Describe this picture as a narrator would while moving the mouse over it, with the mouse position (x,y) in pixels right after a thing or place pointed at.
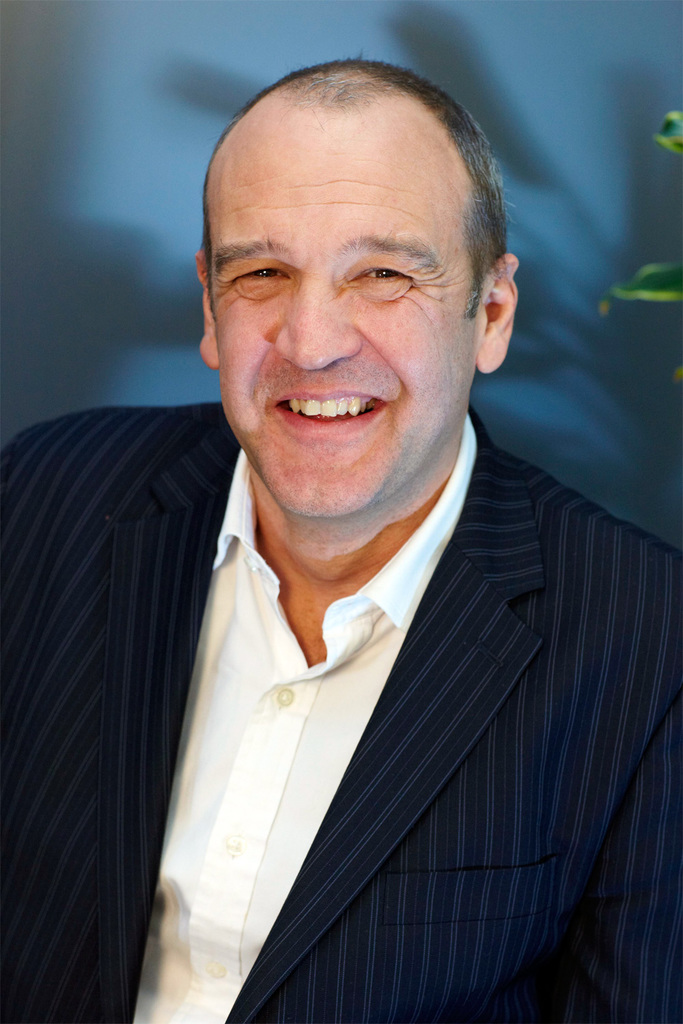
This picture shows a man (352,373) with a smile (333,435) on his face (394,439) and he wore a black coat (215,498) and a white shirt (231,492).
